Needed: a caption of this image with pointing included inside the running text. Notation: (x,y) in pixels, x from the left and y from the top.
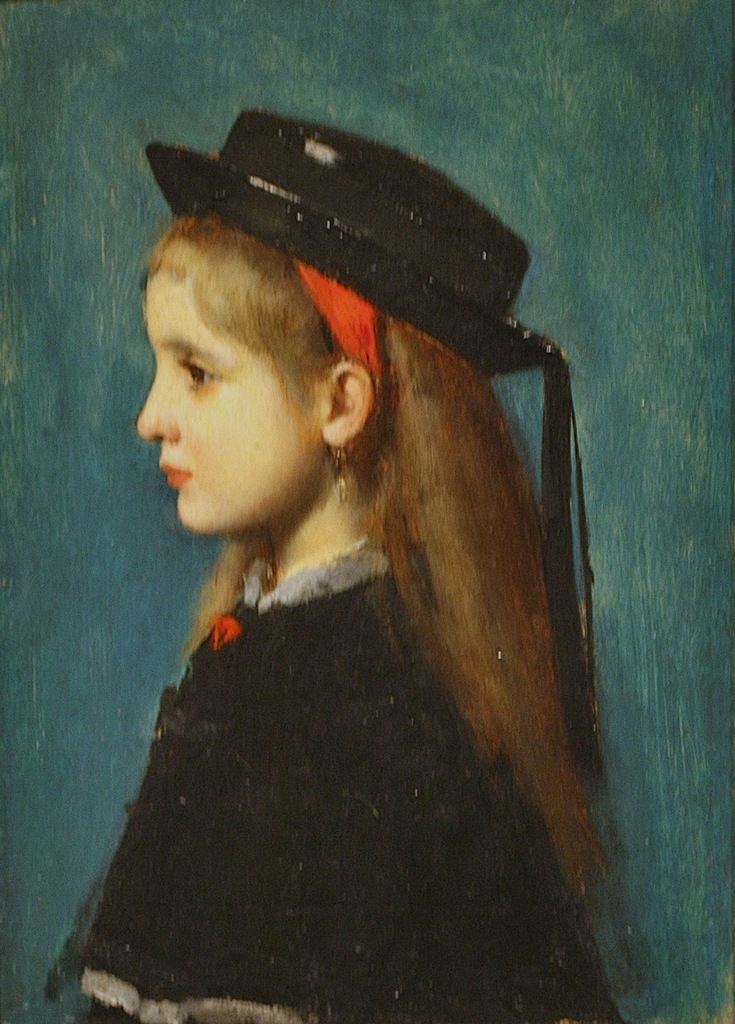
In this image I can see the person (368,861) and the person (320,874) is wearing black color dress (342,867) and black color cap (455,306) and the background (100,97) is in green color.
